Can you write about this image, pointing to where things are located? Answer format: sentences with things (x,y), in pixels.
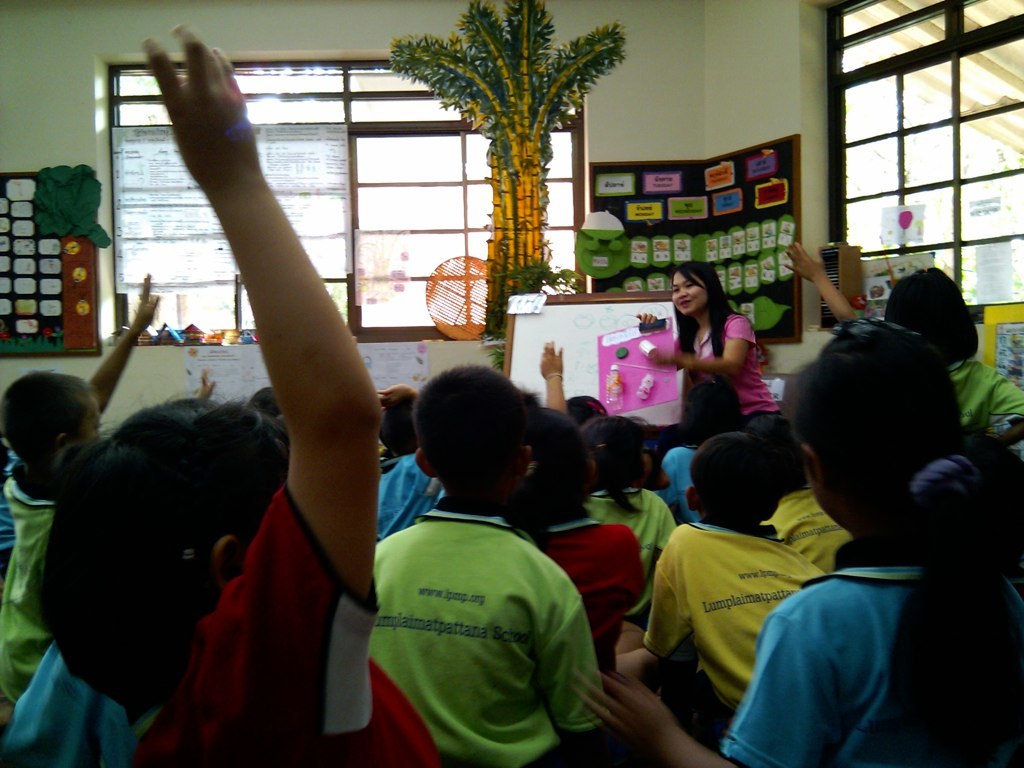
This picture is clicked inside the room (845,304). In the foreground (417,538) we can see the group of children (426,421) seems to be sitting, and in the center (678,293) we can see a woman (696,302) holding some objects (669,358) and standing. In the background (664,67) we can see the wall (641,68), green leaves (515,62), windows (835,66) and the boards (3,218) and some other items (438,325).
